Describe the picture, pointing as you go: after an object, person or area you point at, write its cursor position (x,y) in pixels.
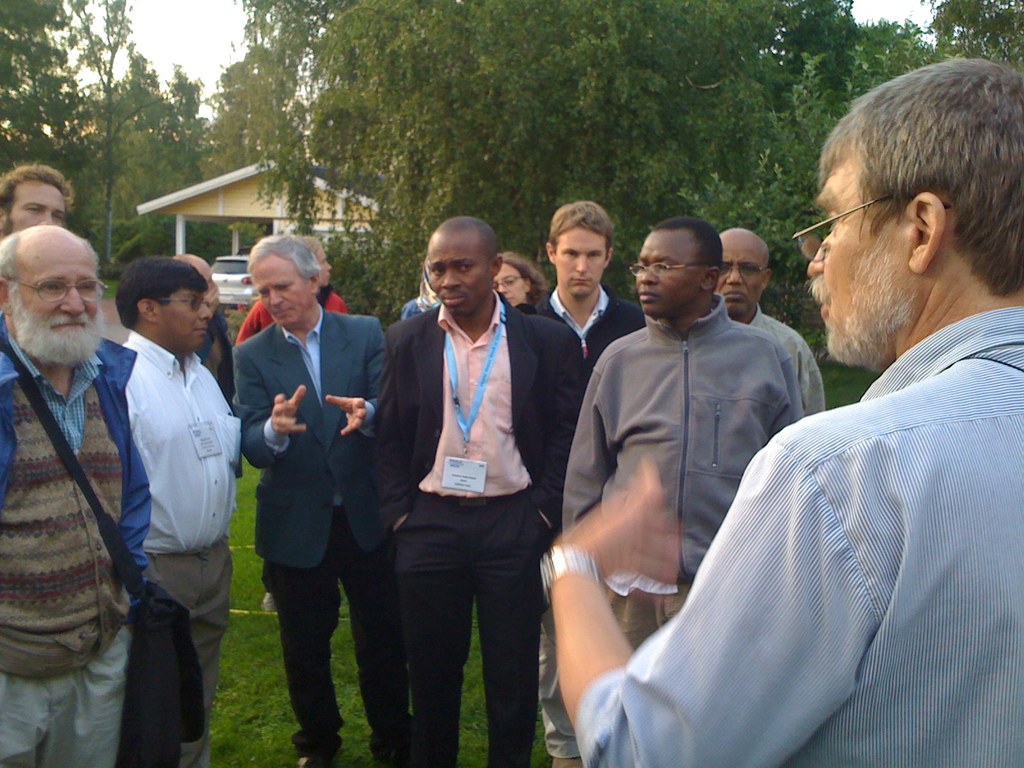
In this picture we can see group of people (484,486), they are standing on the grass (352,631), in the background (52,108) we can see few trees (58,94), a house (238,199) and a car (221,289).
